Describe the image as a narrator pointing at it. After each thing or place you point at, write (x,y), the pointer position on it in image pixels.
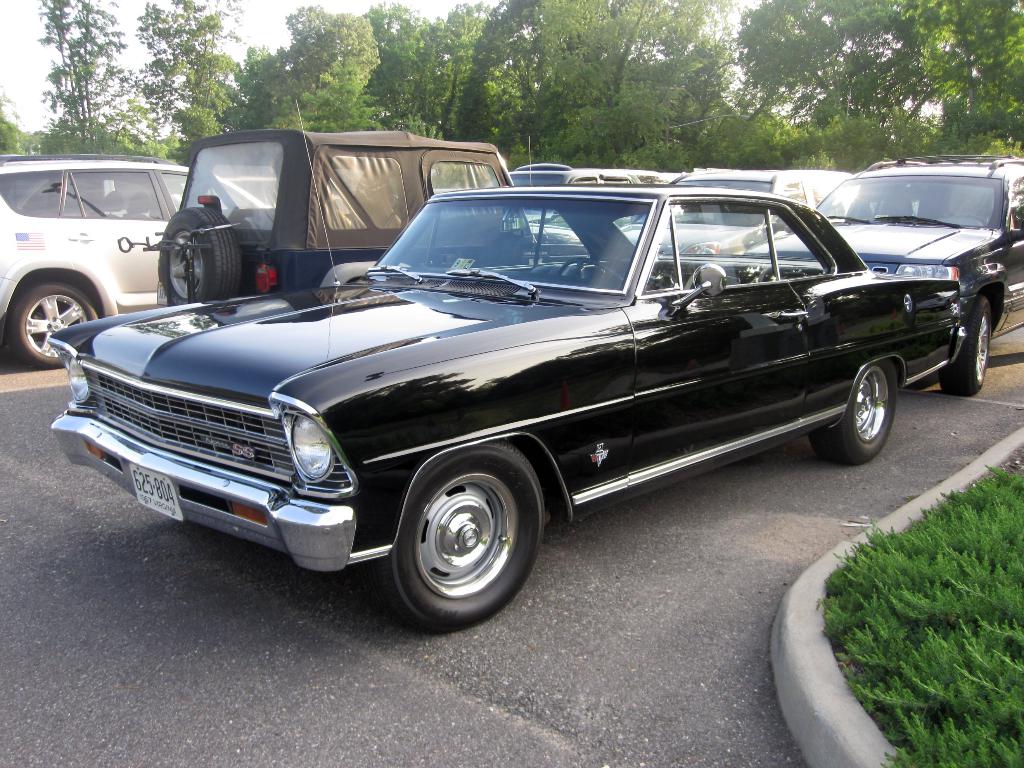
In this picture we can see plants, where we can see vehicles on the road (100,510) and in the background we can see trees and the sky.
